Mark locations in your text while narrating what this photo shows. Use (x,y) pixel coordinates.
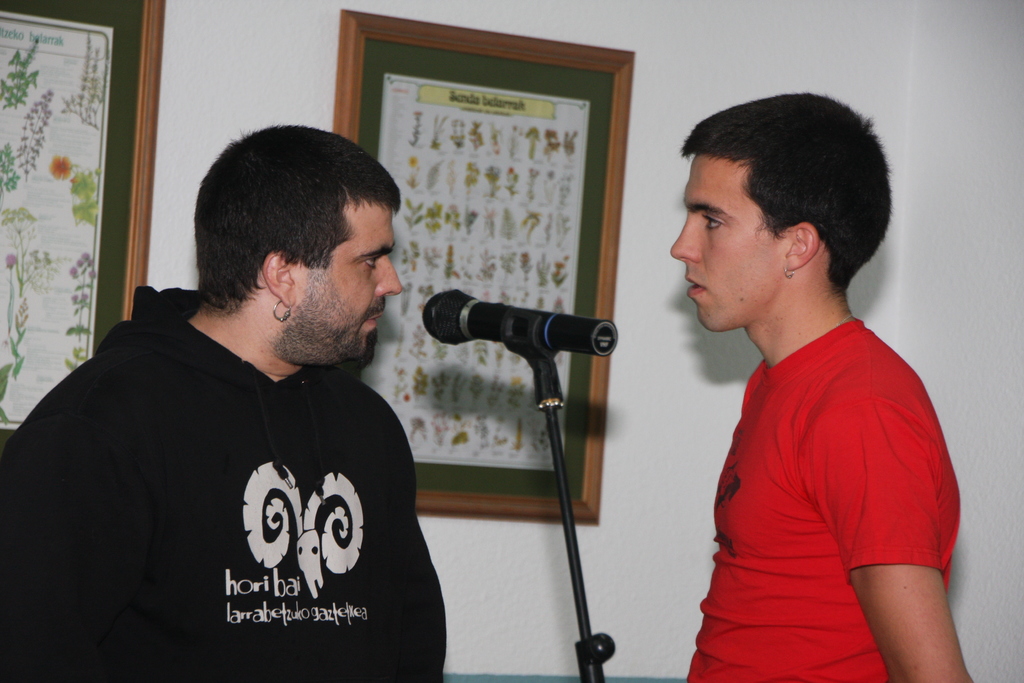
In this image I can see a person (230,468) wearing black color dress (217,484) is standing and another person (825,558) wearing red colored t shirt (833,502) is standing. I can see a microphone (585,341) in between them. In the background (634,178) I can see the white colored wall (711,65) and two boards (476,180) attached to the wall (839,54).
